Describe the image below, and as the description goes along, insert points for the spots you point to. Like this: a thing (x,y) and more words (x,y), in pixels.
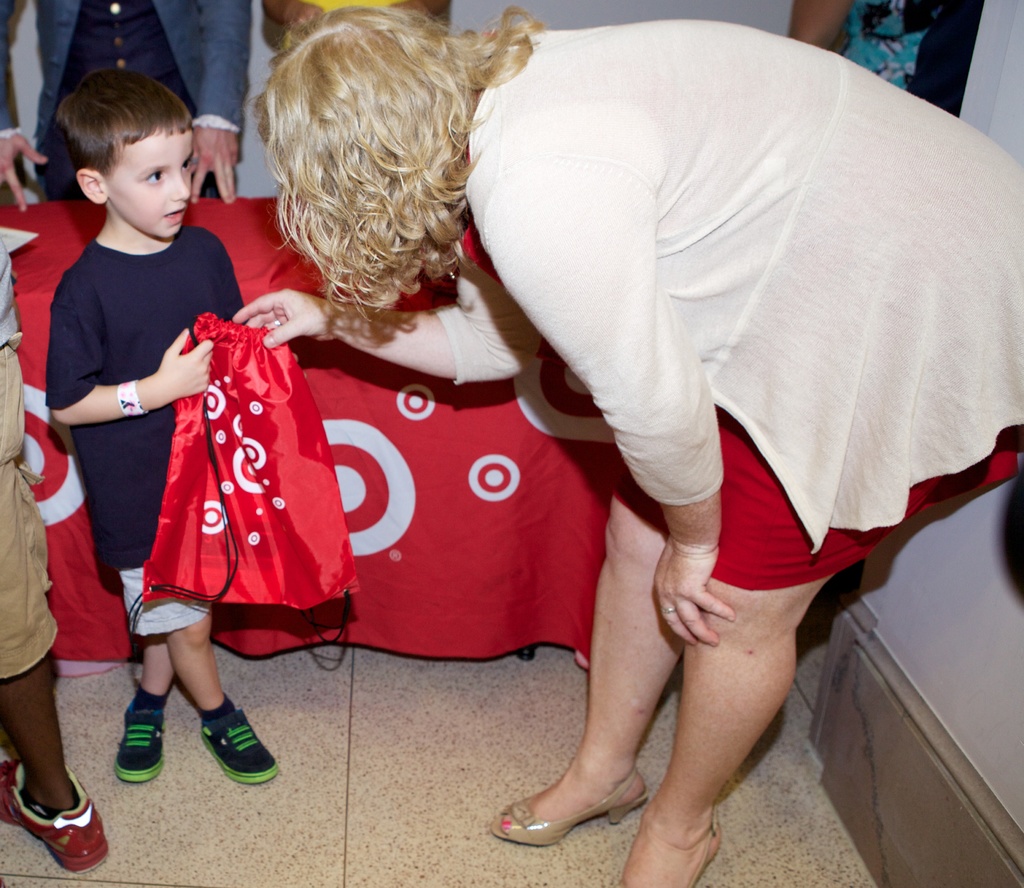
This image consists of some persons (628,673). There is a table (439,469) in the middle (373,492). On that there is a red color cloth (545,434). There are women (762,409) and kid (63,364) in the middle (428,373). The kid (175,391) is holding a red color bag (245,539).
